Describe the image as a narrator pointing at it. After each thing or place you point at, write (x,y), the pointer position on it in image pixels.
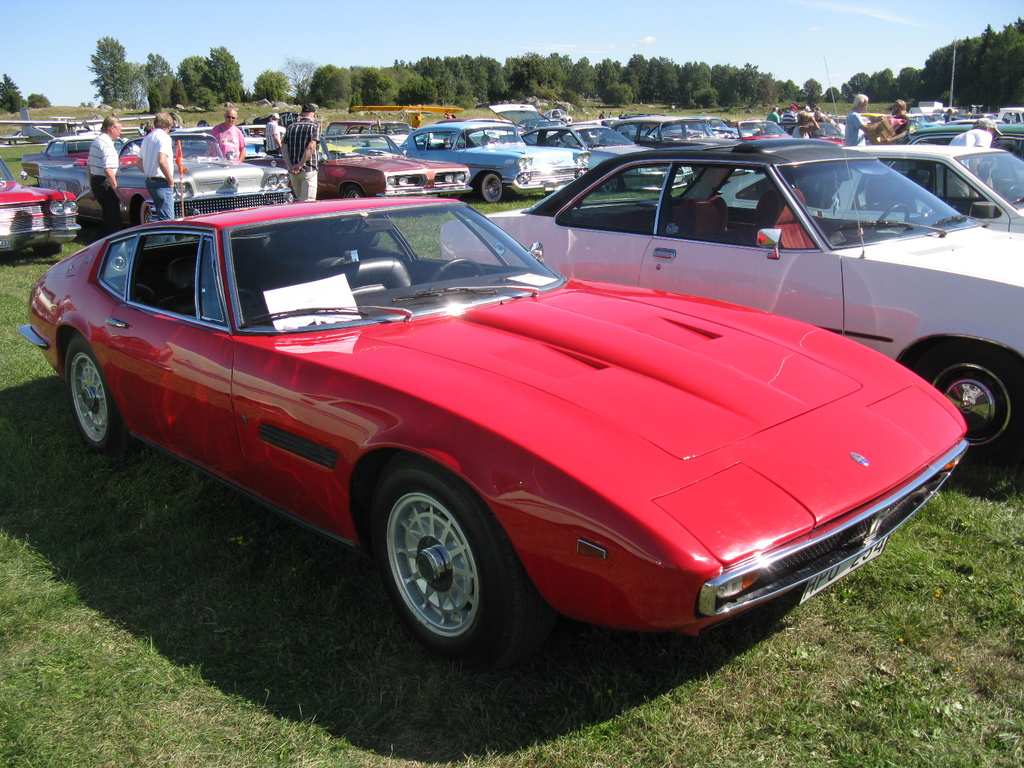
In this image there are vehicles (641,246), persons (159,143) and trees (305,69) and there is grass (259,606) on the ground (291,641).
